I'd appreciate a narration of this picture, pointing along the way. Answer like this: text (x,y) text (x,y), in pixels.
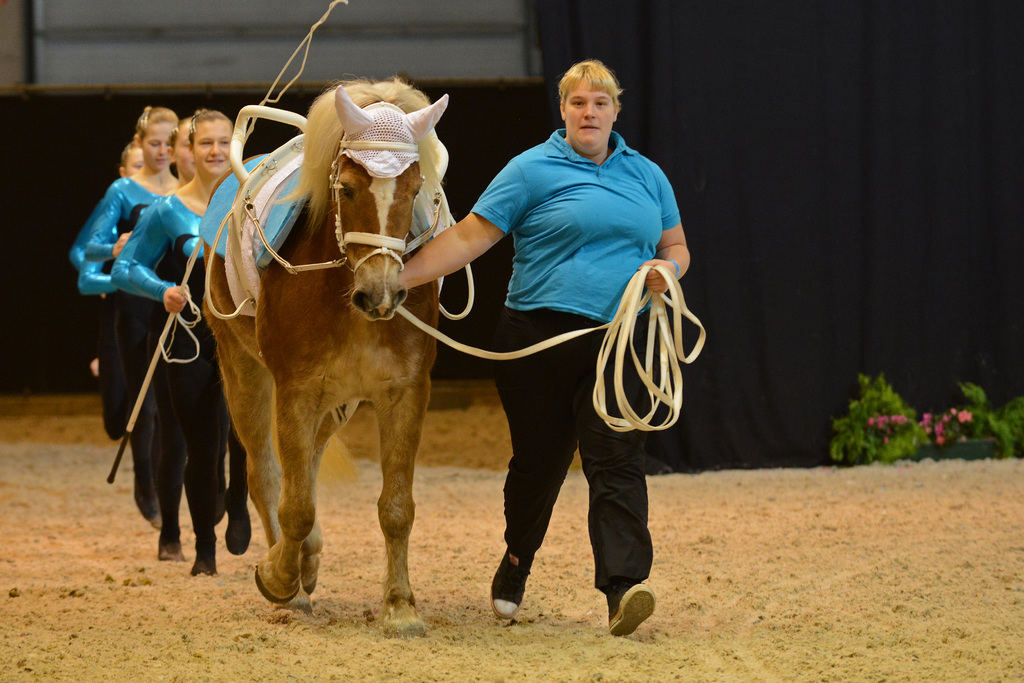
The woman (512,223) in the middle of the picture (602,265) wearing blue t-shirt (573,290) and black pant (587,417) is holding the rope (673,373) in her hands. Beside her, we see a horse (291,355) in brown color is walking on the sand (376,490). Behind her, we see girls (151,306) in blue t-shirts (151,225) are running and behind them, we see a brown wall (169,99) and beside that, we see a sheet (747,188) which is in black color. At the bottom of the picture (688,599), we see the sand (932,518) and the plants (883,454).
